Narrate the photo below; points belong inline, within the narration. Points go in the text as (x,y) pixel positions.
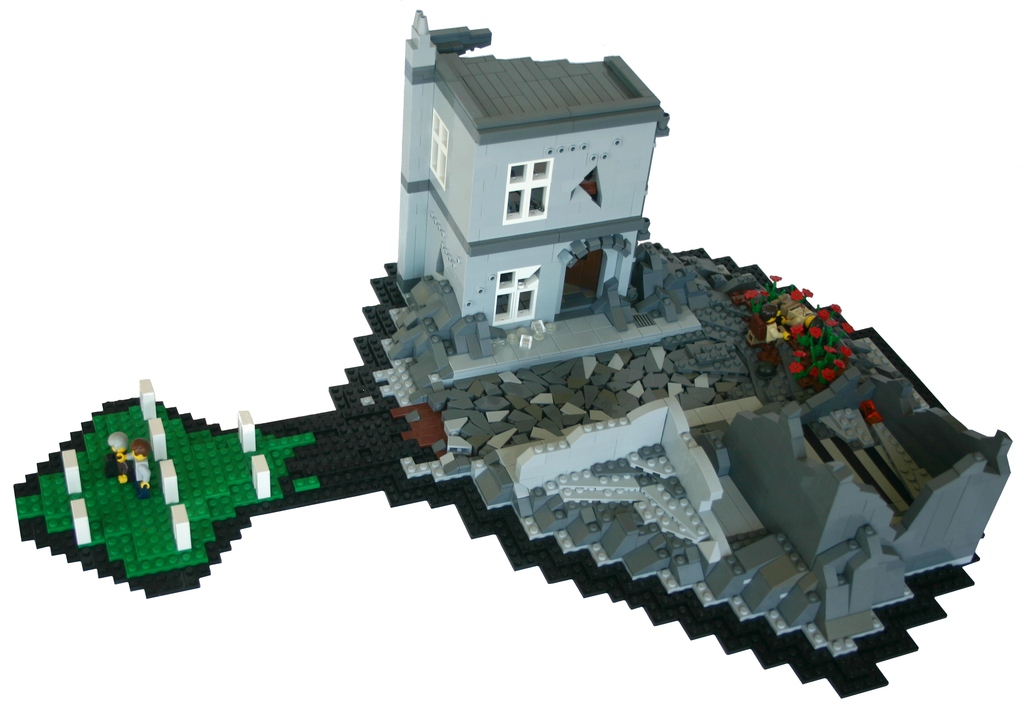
In the center of the image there is a depiction of a building (447,249).
